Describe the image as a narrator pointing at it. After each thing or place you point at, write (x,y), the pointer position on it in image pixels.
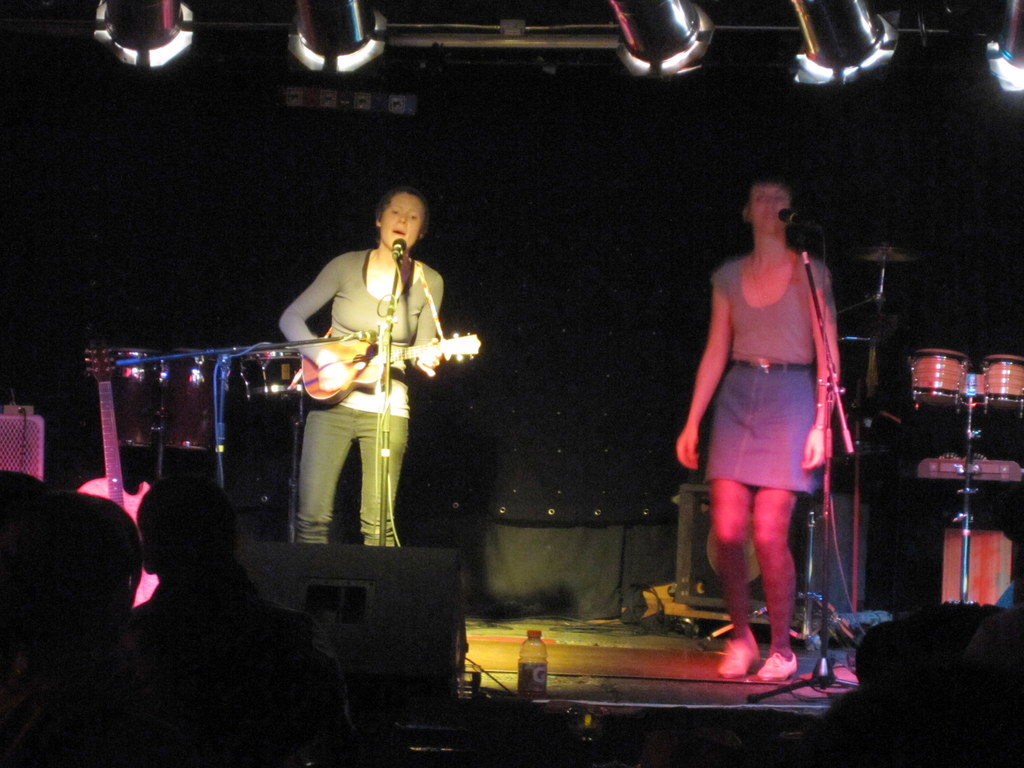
In this image there are two women (368,298) who are singing through the mic (790,212) which is in front of them. While the girl (373,262) to the left side (327,515) is holding a guitar (359,348) in her hand (340,371). There are crowd (962,691) in front of them. At the top (351,45) there are lights (662,45).
